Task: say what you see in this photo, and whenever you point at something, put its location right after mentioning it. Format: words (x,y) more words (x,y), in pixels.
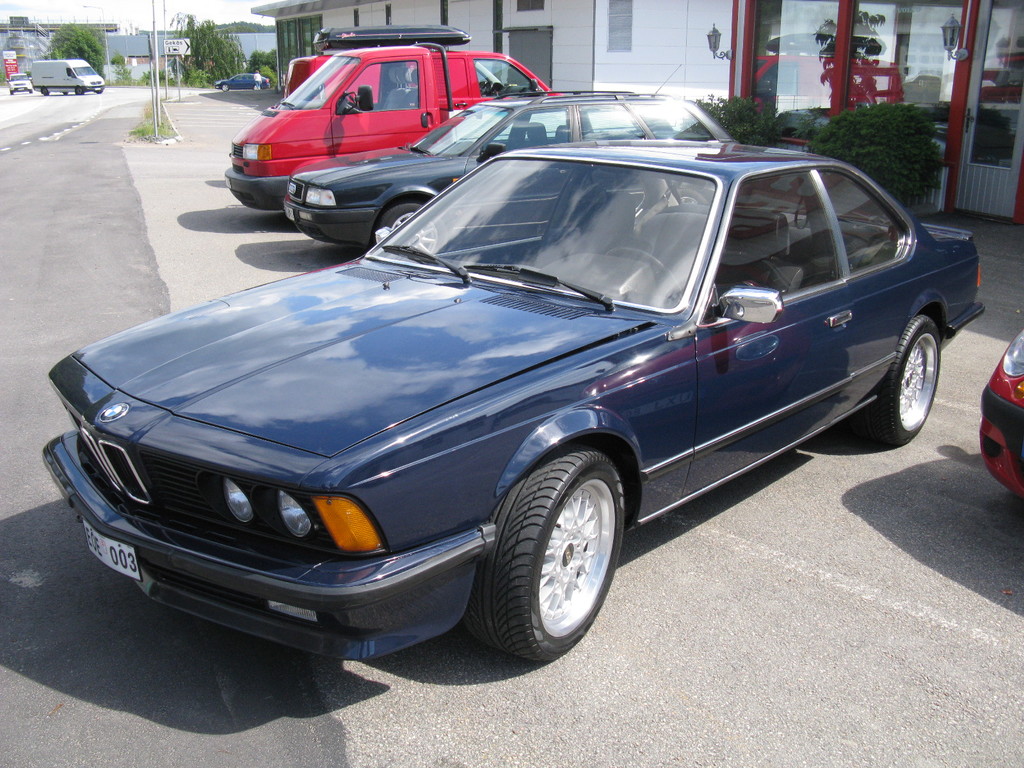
In this picture we can see the vehicles (537,179), buildings (687,91), glass doors (862,14), plants (858,160), trees (196,76), poles (180,75), boards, lights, door (1023,45). At the bottom of the image (944,666) we can see the road (121,589). In the top left corner (128,20) we can see the sky (80,13).
